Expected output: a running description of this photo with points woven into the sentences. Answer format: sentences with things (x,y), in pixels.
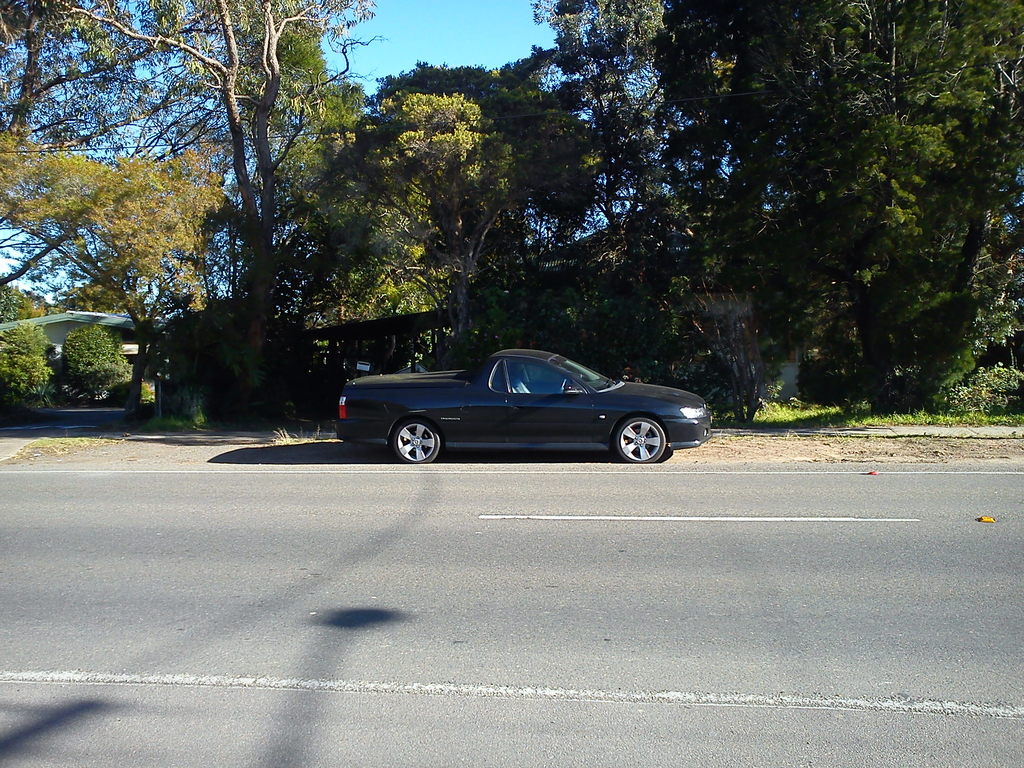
At the bottom of the image (324,533) there is a road (610,490). Behind the road (340,469) there is a car (479,401). Behind the car (638,400) there are trees (360,178). Behind the trees (300,67) there are houses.
